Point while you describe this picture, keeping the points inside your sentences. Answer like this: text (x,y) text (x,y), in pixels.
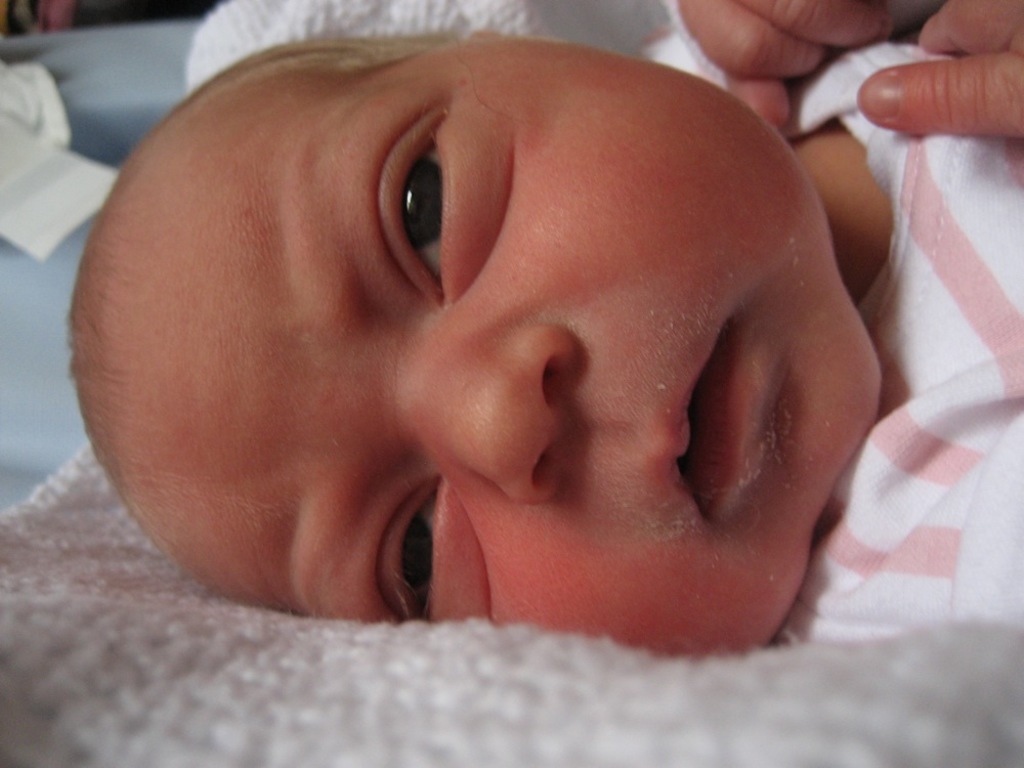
This is a child (863,361) wearing clothes (957,272).
